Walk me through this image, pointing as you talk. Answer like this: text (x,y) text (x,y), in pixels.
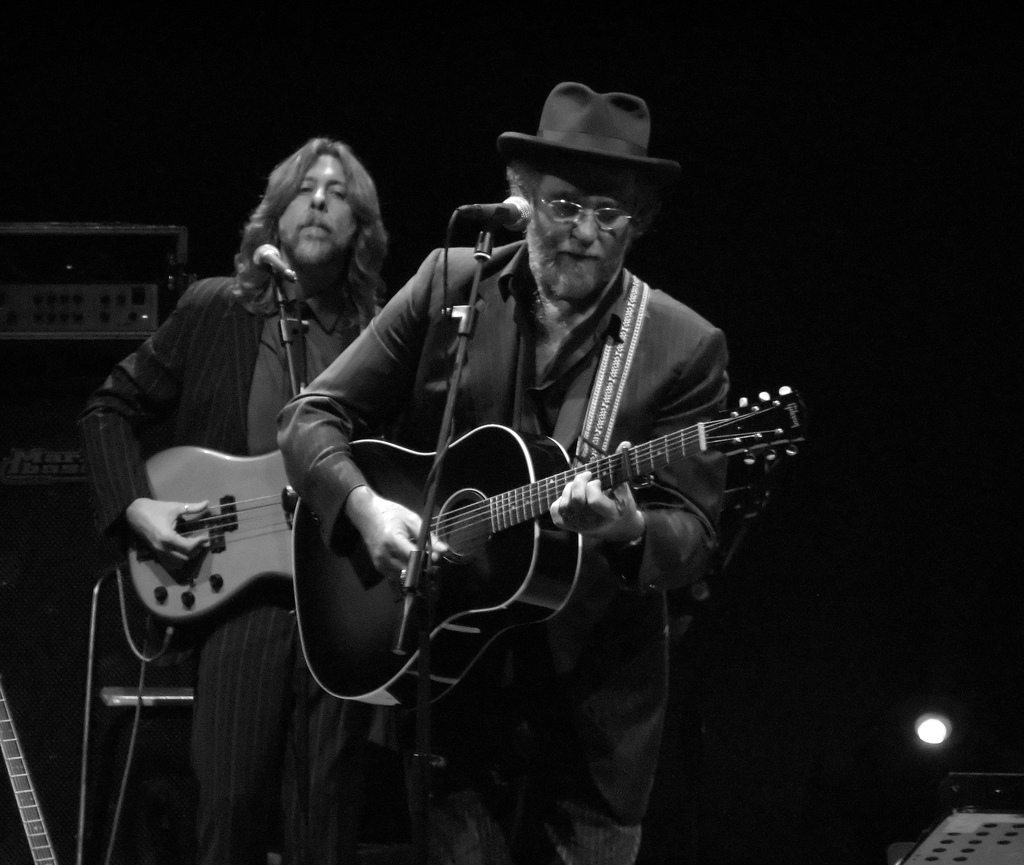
It is a black and white picture where only two persons (334,416) standing. One person (640,568) is standing in a black suit (569,692) and playing a guitar (480,522) and wearing a hat (579,124) and in front of him there is a microphone (510,225) and behind him there is another person (267,373) playing a guitar (236,521) in front a microphone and behind them there are speakers (72,475).
